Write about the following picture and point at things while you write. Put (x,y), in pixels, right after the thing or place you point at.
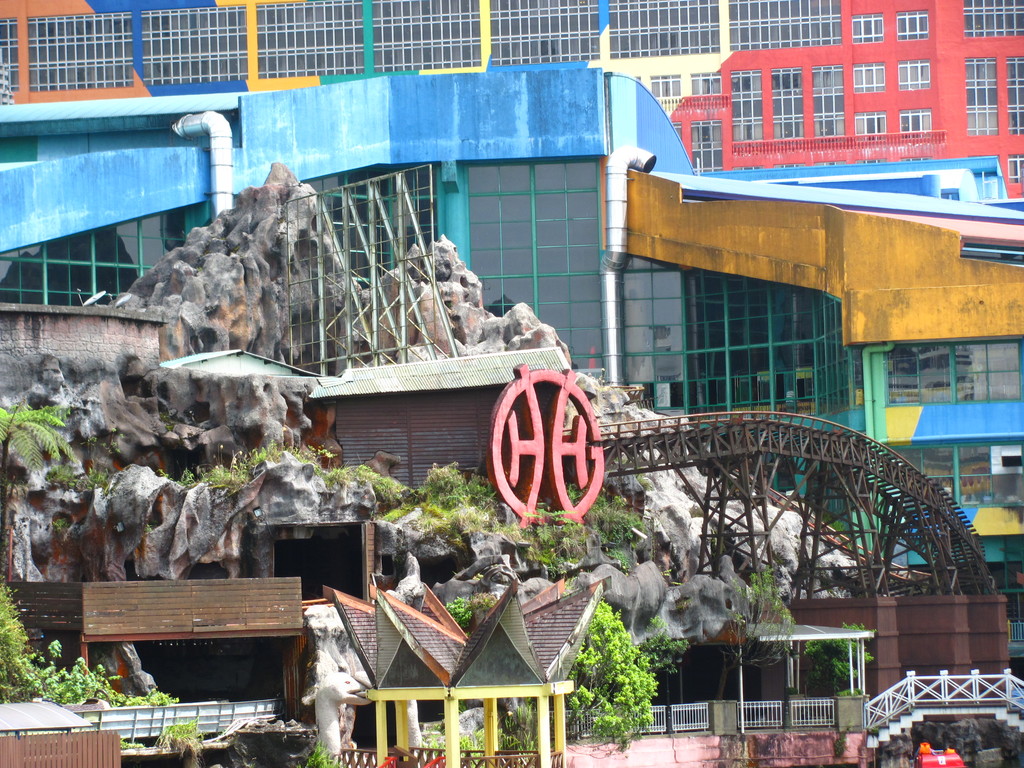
In the picture we can see a building (55,116) with many windows (946,378) with glasses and near to it, we can see some rock kind of construction (634,580) on it, we can see some bridges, plants (622,703) and huts (455,762) and some railings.
